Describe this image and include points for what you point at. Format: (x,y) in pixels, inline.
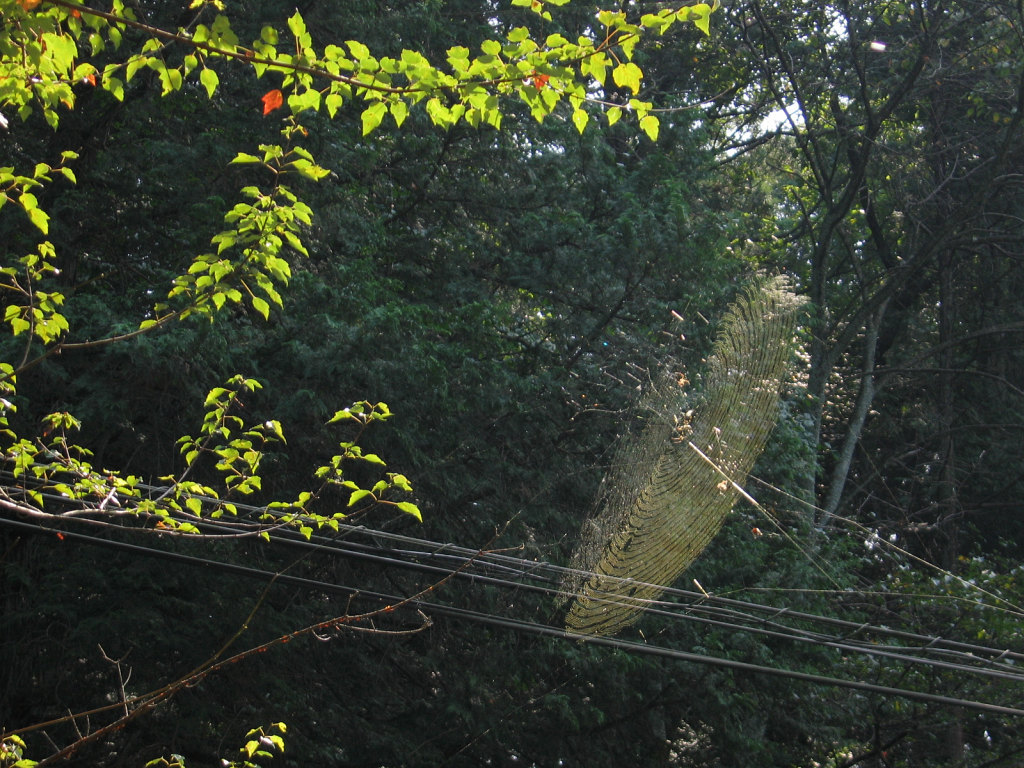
In this image we can see the web (625,465). We can also see some wires (690,591), trees (519,442) and the sky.
